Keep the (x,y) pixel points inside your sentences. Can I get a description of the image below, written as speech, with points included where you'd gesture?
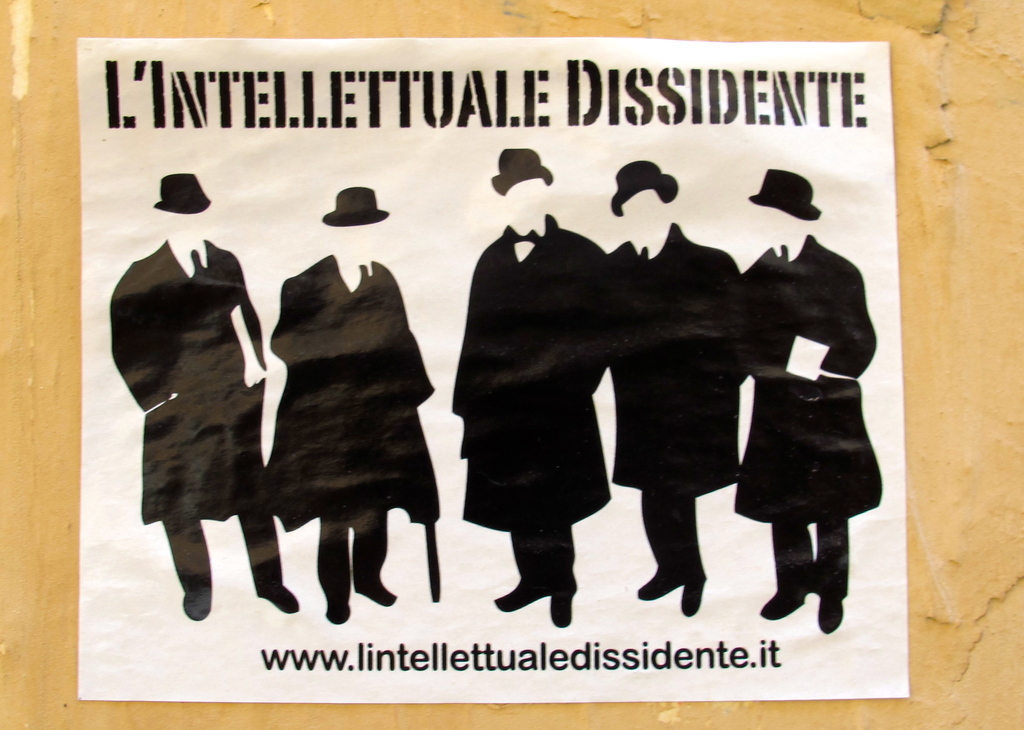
In this picture, we can see the wall (916,299) and poster (596,313) with some text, images (482,519).
